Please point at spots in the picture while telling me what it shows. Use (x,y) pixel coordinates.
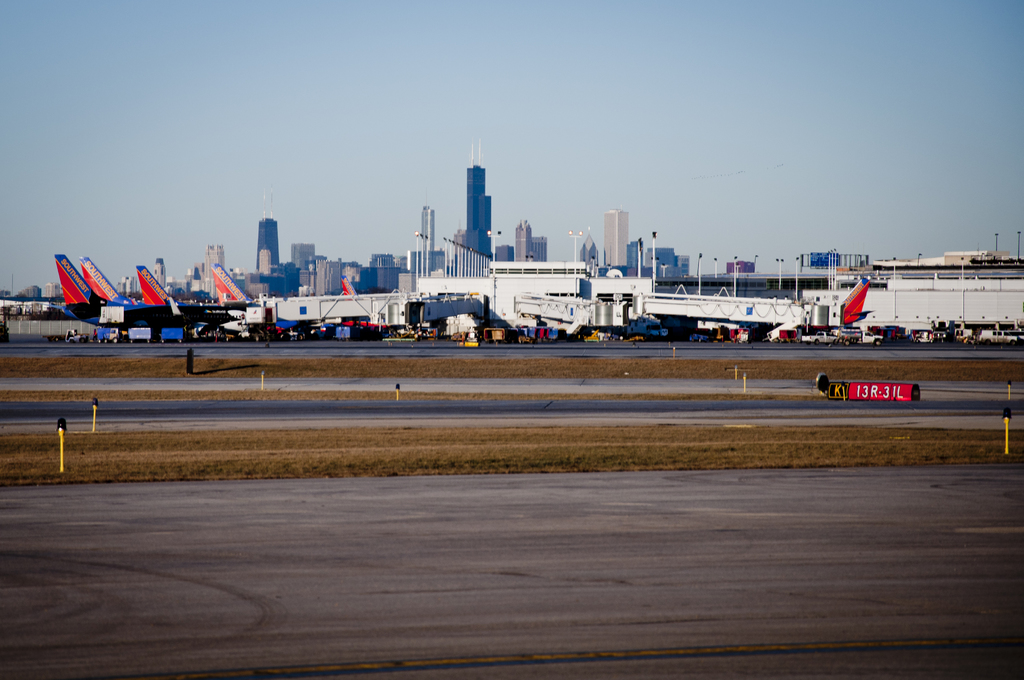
In this image there are a few airplanes (144,319) and there are a few vehicles (632,336), a few objects (494,331) on the surface (499,347). In the background (575,265) there are buildings (624,243) and the sky (729,169). In the foreground of the image (308,489) there are a few rods (97,404) and roads (685,585).
